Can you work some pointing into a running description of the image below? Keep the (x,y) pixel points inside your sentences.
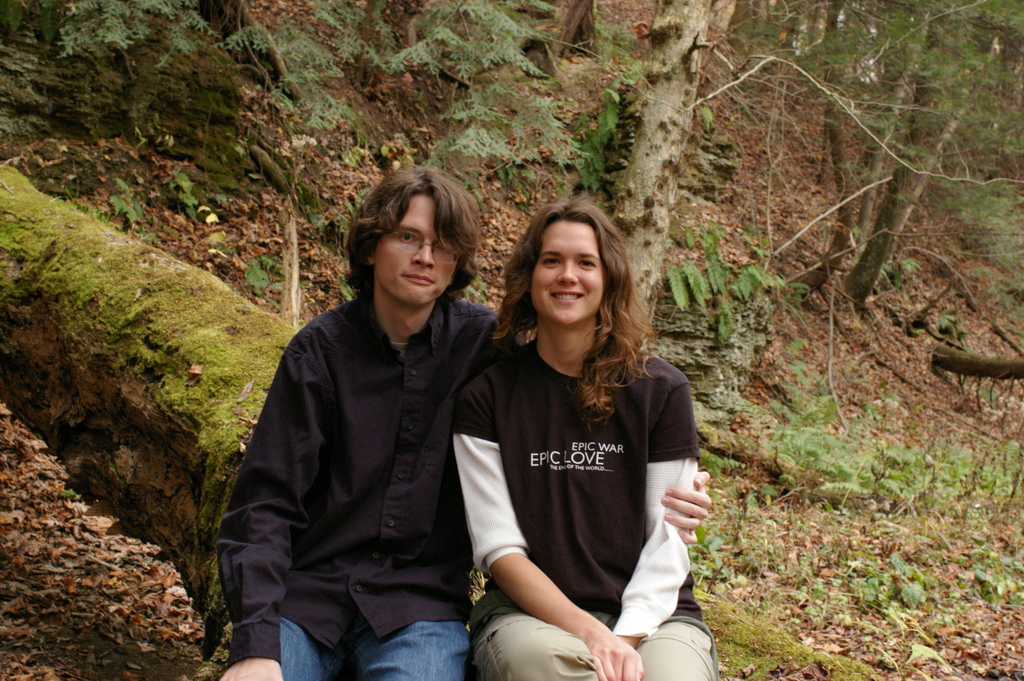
In this image I see a man (455,283) who is wearing black shirt (484,306) and blue jeans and I see that this woman (503,464) is wearing black and white t-shirt (551,494) and cream color pant (676,669) and I see that she is smiling and there are few words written over here and both of them are sitting and in the background (776,520) I see the ground (752,477) on which there are many leaves (987,623) and plants (1010,561) and I see trees (294,45).
